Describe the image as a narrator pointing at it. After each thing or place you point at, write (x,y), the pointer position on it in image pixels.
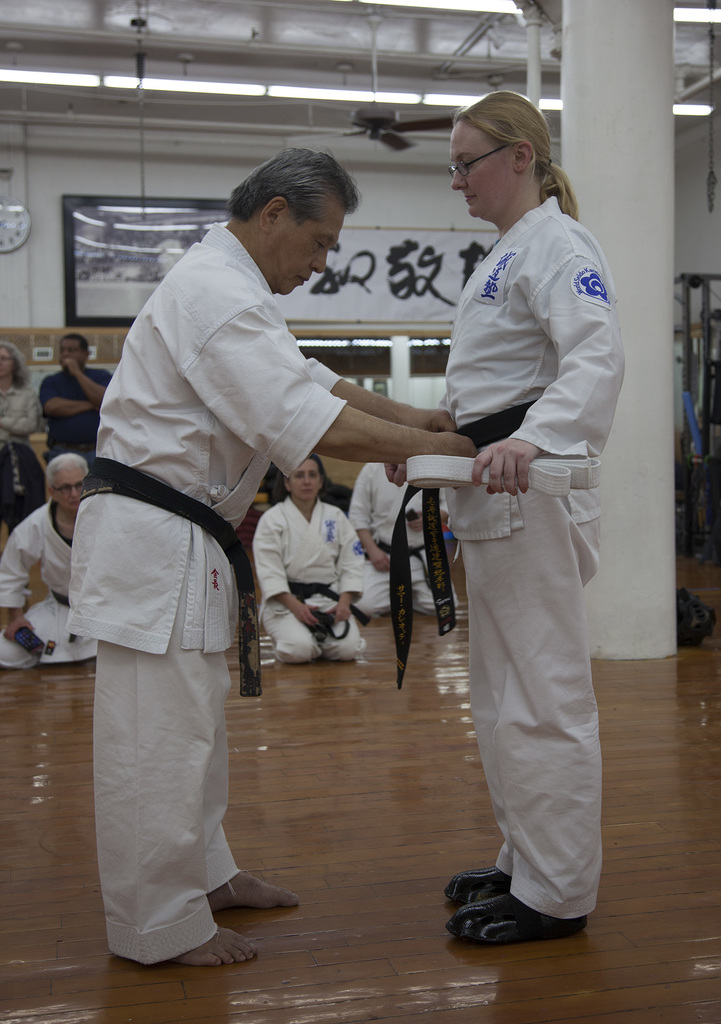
In this picture I can see man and woman (495,494) on the floor (418,848). I can see few people (341,559) are sitting on the floor (338,739) in the background (309,546). I can see tube lights (307,90) at the top (414,94).
